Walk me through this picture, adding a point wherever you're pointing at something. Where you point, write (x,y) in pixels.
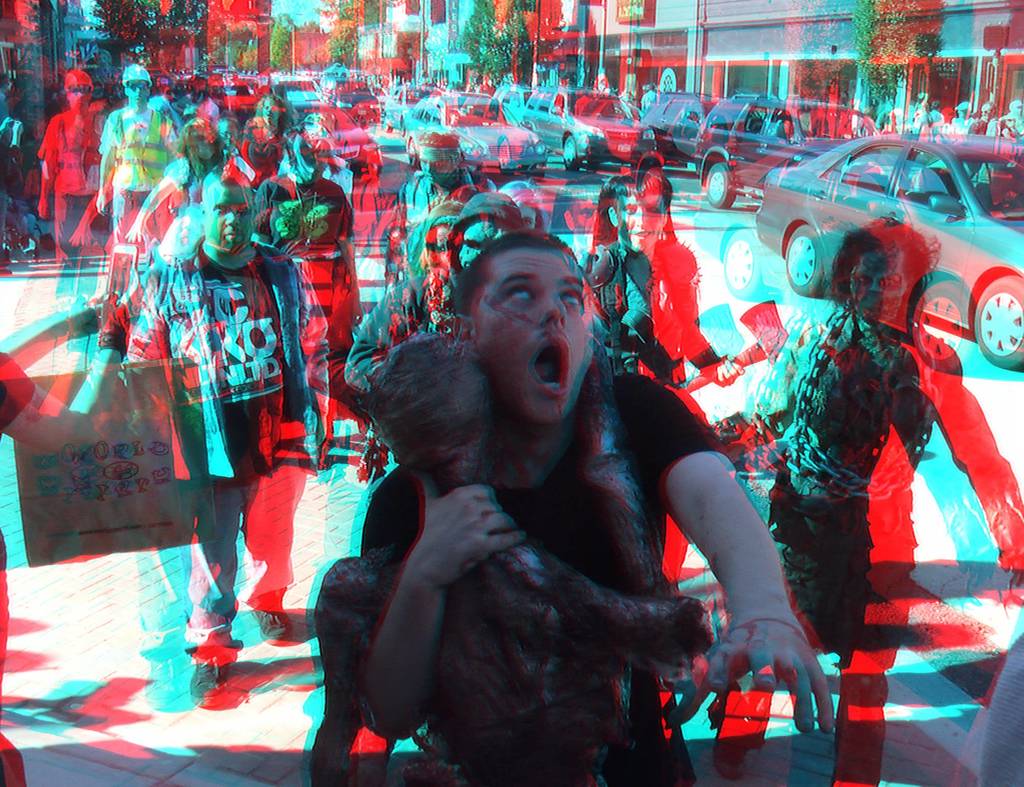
It is an edited image. In this image we can see the people (425,194). We can also see the zombies (447,281), trees (231,35) and also many vehicles (665,150) passing on the road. Image also consists of buildings (562,57). Sky (298,14) is also visible.
